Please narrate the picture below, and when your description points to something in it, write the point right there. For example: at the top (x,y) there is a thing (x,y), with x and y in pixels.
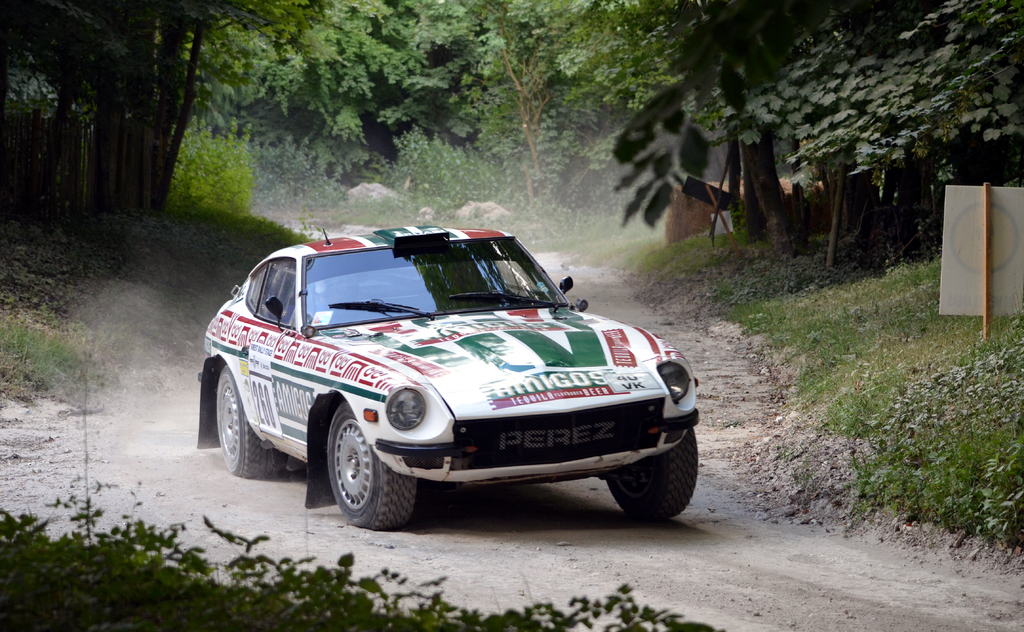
In this image in the center (523,372) there is one car (547,347) and on the right side (692,114) and left side (297,86) there are some trees (27,89). At the bottom (166,476) there is walkway (647,319) and grass (917,399), and on the right side (977,246) there is a board (976,202). In the background (441,70) there are trees (446,191) and rocks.
